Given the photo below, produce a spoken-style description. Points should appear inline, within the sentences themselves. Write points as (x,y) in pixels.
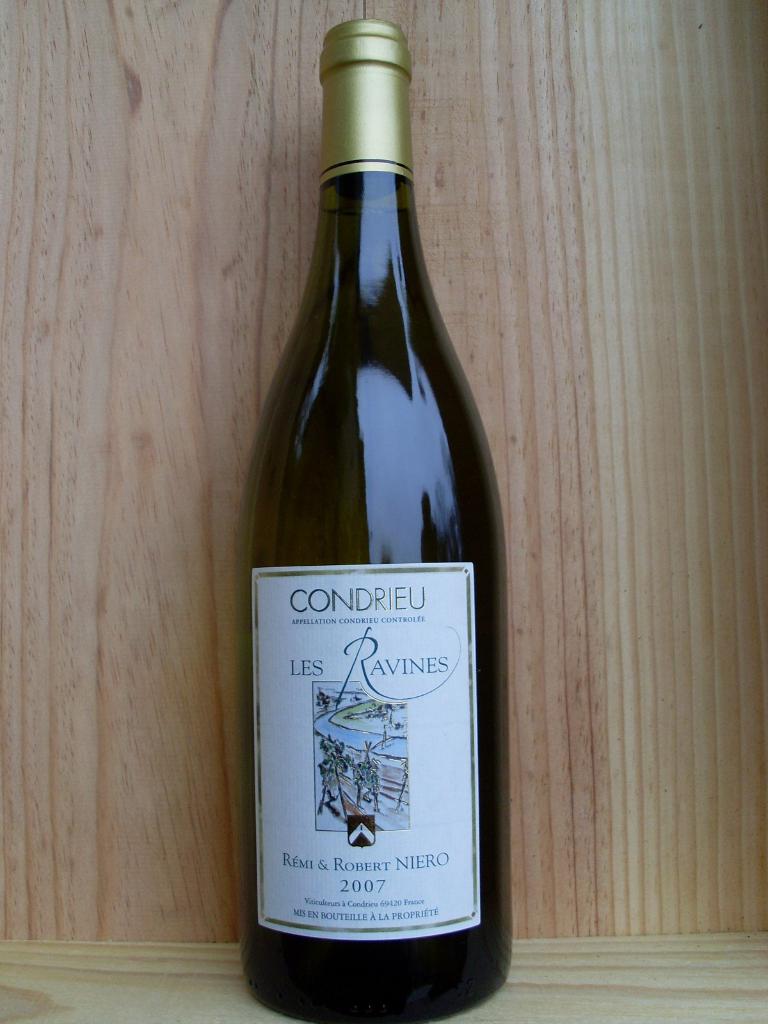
In this picture I can see the wine bottle (370,445) which is kept near to the wooden wall (513,612) or table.
